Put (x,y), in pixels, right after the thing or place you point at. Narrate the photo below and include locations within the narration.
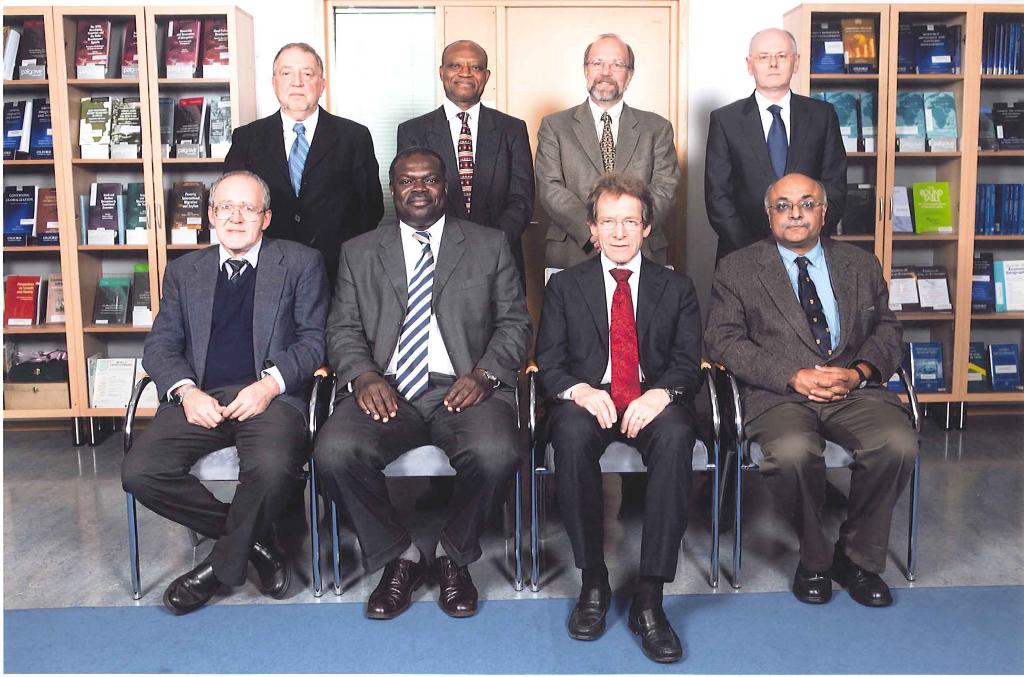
In this image, there are a few people (327,196). Among them, some people (550,348) are sitting on chairs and some people (328,176) are standing. We can see the ground (96,546). We can see the mat (544,664). There are a few shelves (116,347) with objects (65,359) like books (218,98). We can see the wall (311,7) with some objects (352,65).
